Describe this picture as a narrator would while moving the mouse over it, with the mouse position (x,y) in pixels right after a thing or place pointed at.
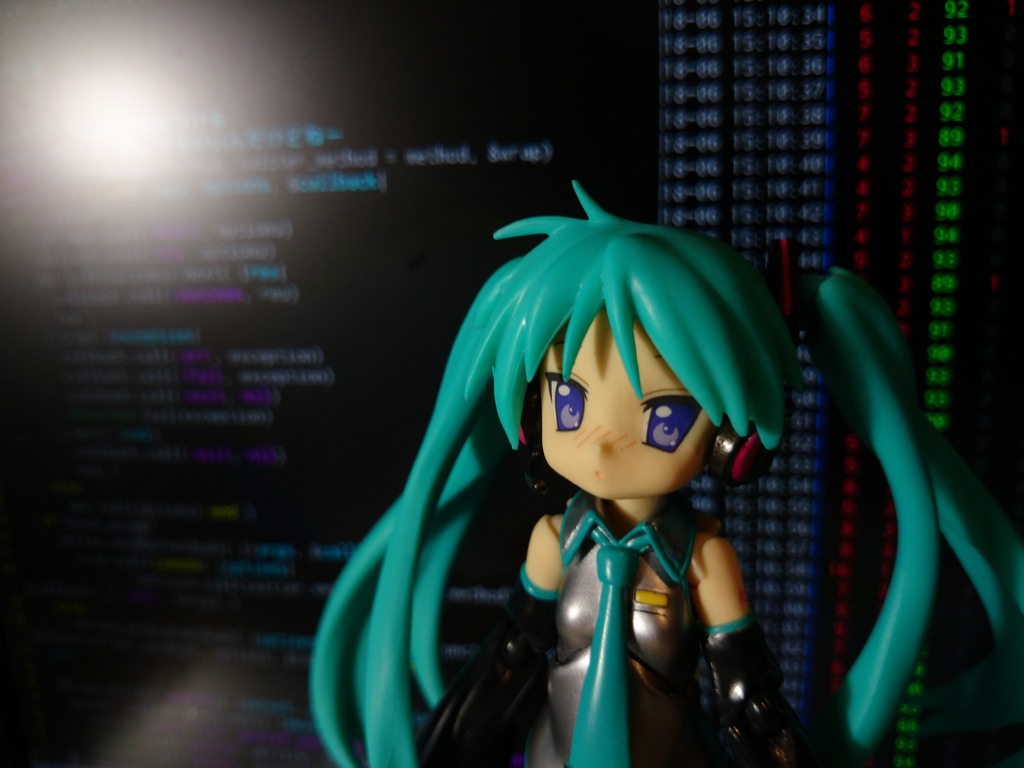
In this image, we can see a toy (650,723). Background (505,569) we can see a screen (626,98).
